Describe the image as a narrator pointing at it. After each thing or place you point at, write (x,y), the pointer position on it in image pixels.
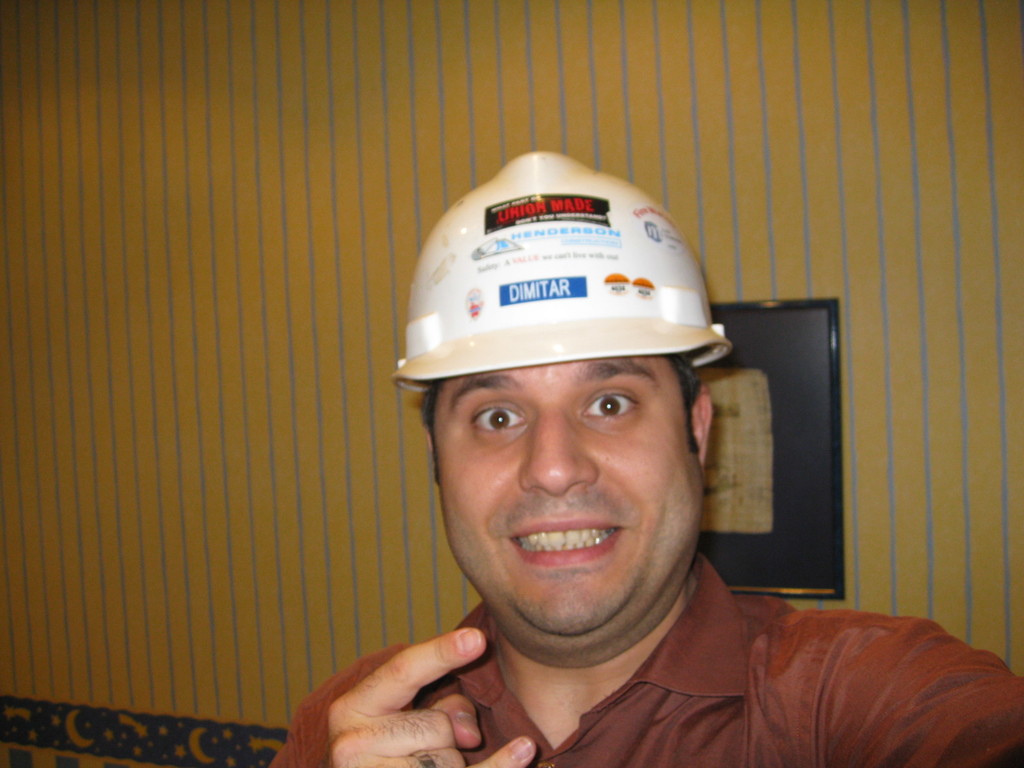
In this image we can see a man (578,554) is smiling, he is wearing brown shirt (661,682) and white helmet (560,257). Behind yellow color wall (192,598) is there and one black color frame (811,439) is attached to wall (854,431).
